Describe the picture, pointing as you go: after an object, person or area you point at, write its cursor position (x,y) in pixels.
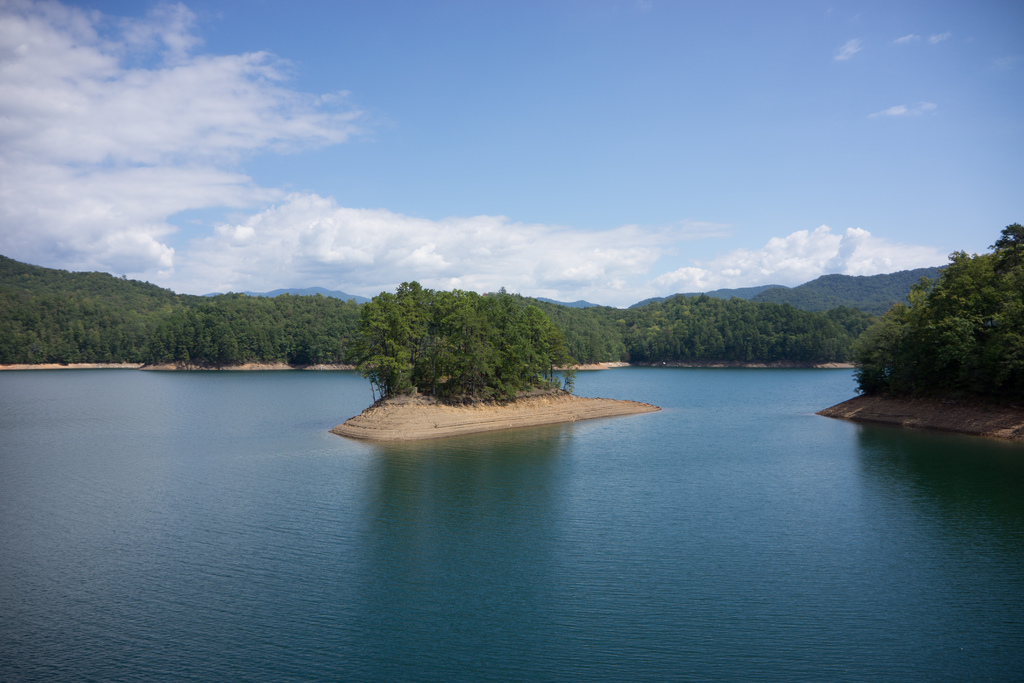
In this image we can see an island (455,407) with trees (508,349), water (542,472), few trees (684,331) in the background (652,322) and sky (495,211) with clouds (304,215) on the top (573,167).
